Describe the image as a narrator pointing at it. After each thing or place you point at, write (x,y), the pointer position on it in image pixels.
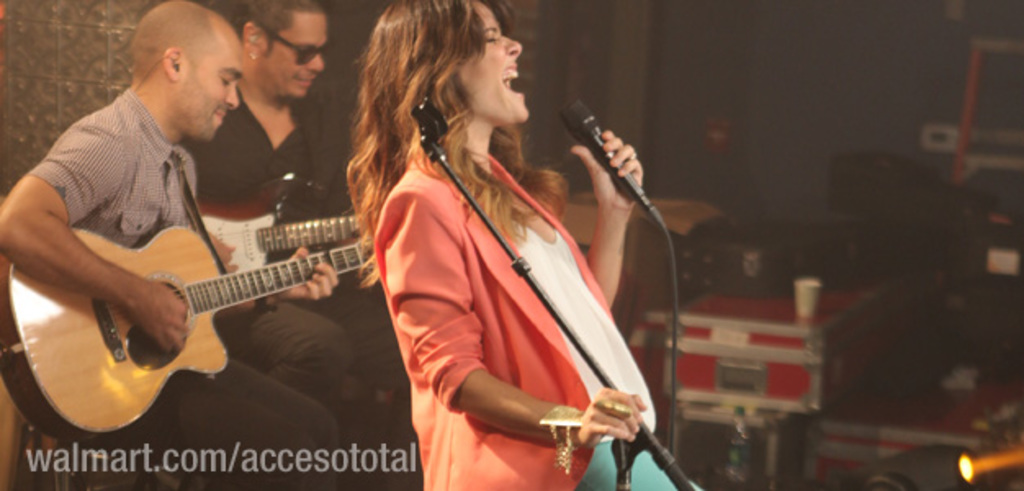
This picture is taken in a room (931,391), In the left side (98,273) there are two people (232,154) sitting and holding some instruments (121,347) and in the middle (430,181) there is a woman (544,370), She is holding a microphone (650,207) which is in black color, She is singing, In the background (970,448) there are some objects (797,349) which are in red color and there are some music instruments (885,193) which are in black color.
